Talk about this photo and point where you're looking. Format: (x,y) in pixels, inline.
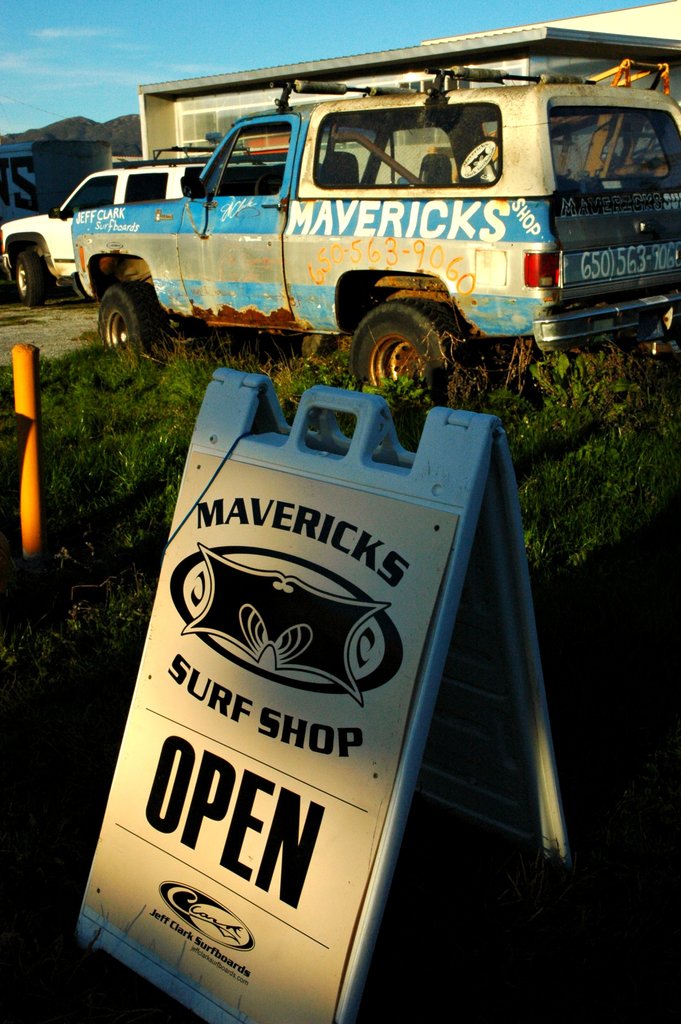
It is a surf shop (190,610) there is a damaged vehicle (329,255) and beside that a good vehicle (38,238) is parked in front of the store (210,112) and the damaged vehicle (228,303) is kept on the grass (249,352).
